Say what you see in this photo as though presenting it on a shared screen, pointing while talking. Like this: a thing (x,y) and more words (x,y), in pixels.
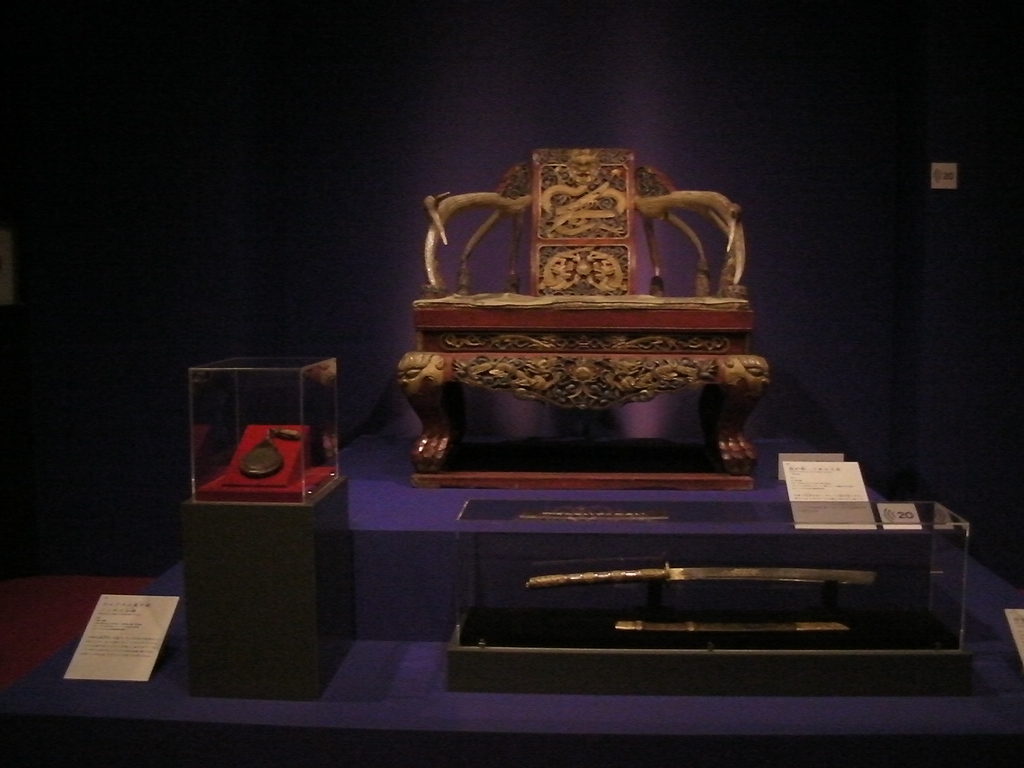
In this image in front (665,482) there is a sword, medal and a chair (457,386) placed on a table (421,647). In the background of the image (454,148) there is a wall (901,243).
